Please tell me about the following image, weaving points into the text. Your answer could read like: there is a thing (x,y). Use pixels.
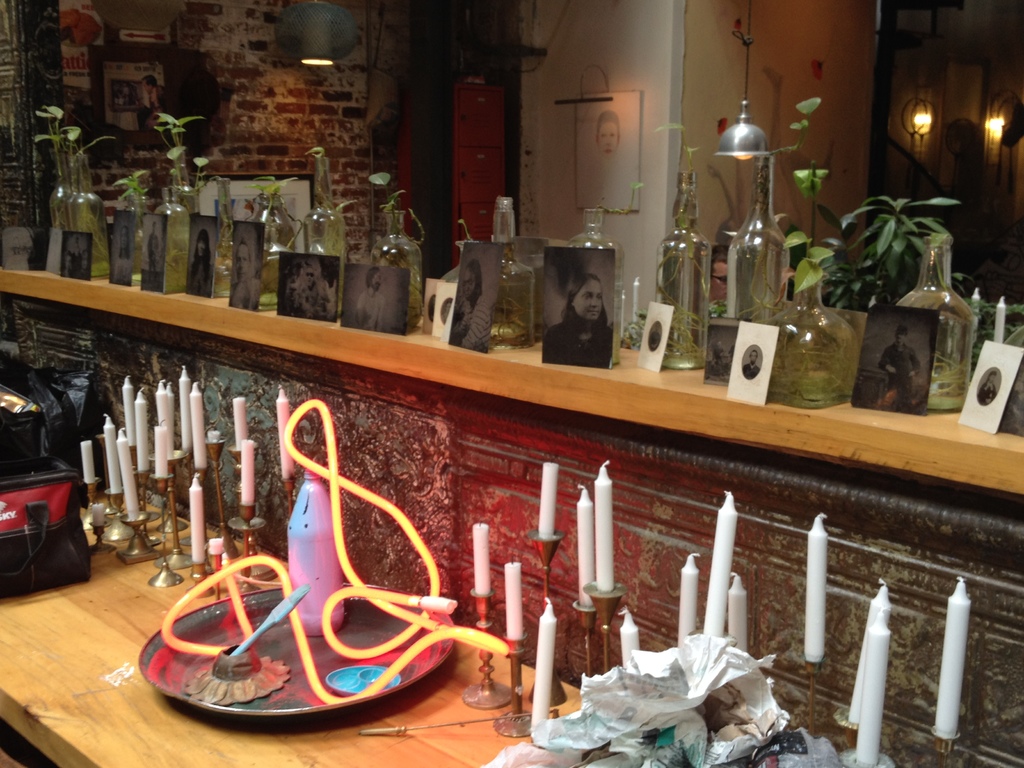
In this image I can see bottle (688,302), on the table (203,723) there are candles (602,539). At the back side (345,102) there is a wall (316,94) and a light (325,43).
